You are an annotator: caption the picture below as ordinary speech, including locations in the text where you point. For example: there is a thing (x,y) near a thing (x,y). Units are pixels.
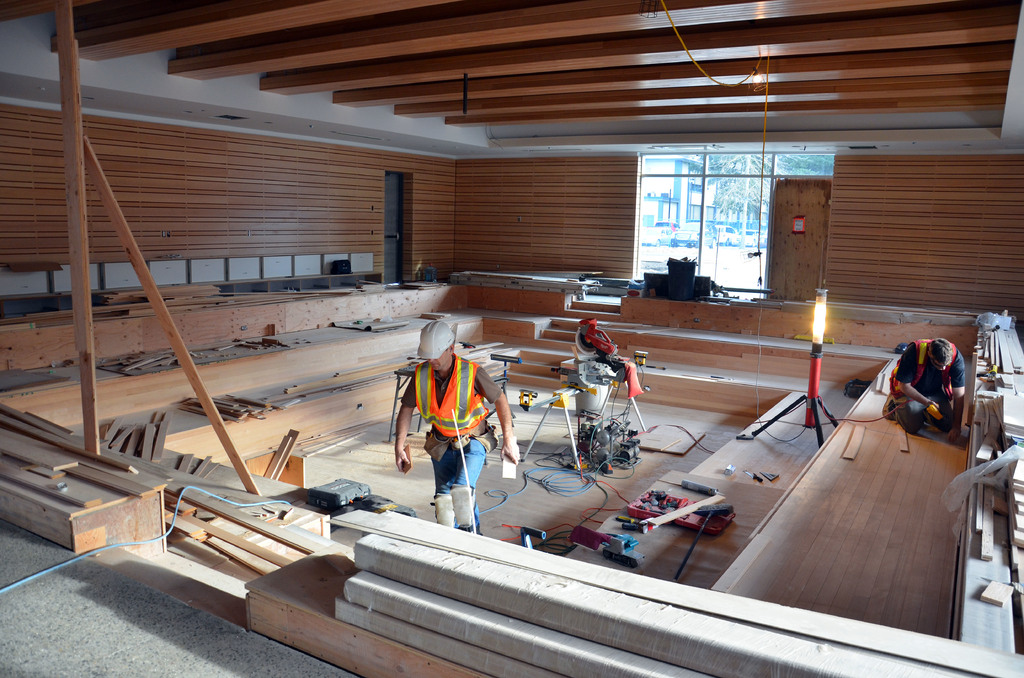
In this image I can see two persons (506,435) on the floor (504,479), machines (624,421), lamp stand (822,408) and tools (732,507). In the background (219,167) I can see a wall (205,165), window (653,202), door (799,192) and a rooftop (656,111). This image is taken in a hall (857,204).
